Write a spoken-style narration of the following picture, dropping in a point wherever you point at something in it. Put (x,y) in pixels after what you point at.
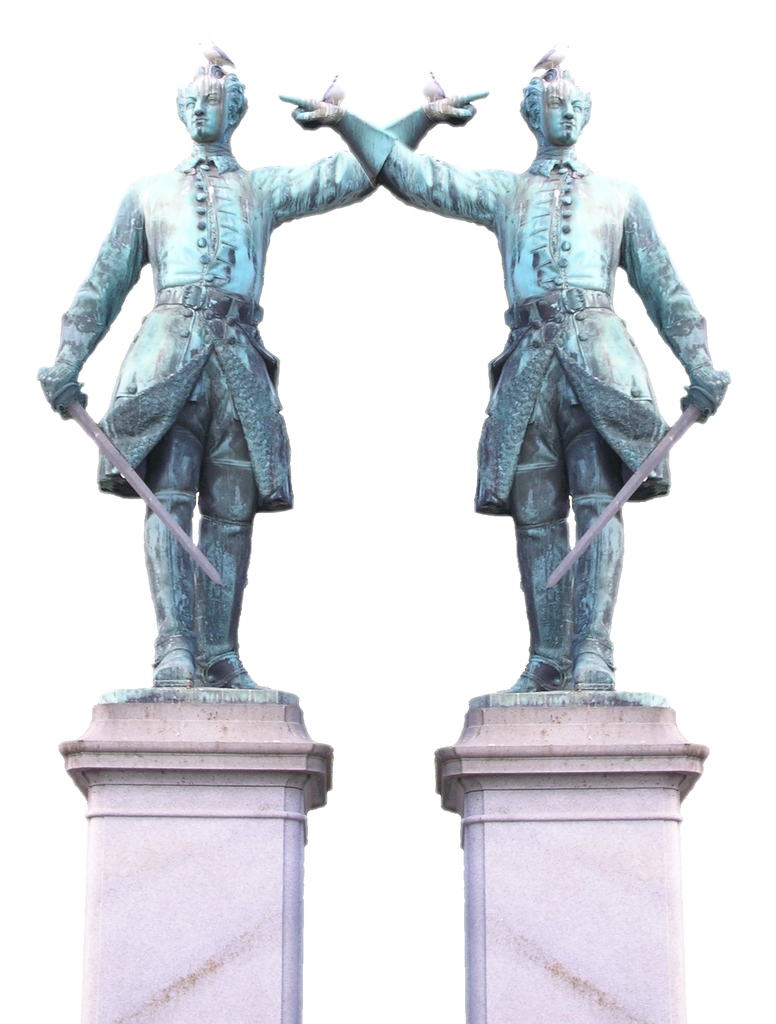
In this image we can see two statues (189,327) with some birds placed on the concrete stands (218,752).
